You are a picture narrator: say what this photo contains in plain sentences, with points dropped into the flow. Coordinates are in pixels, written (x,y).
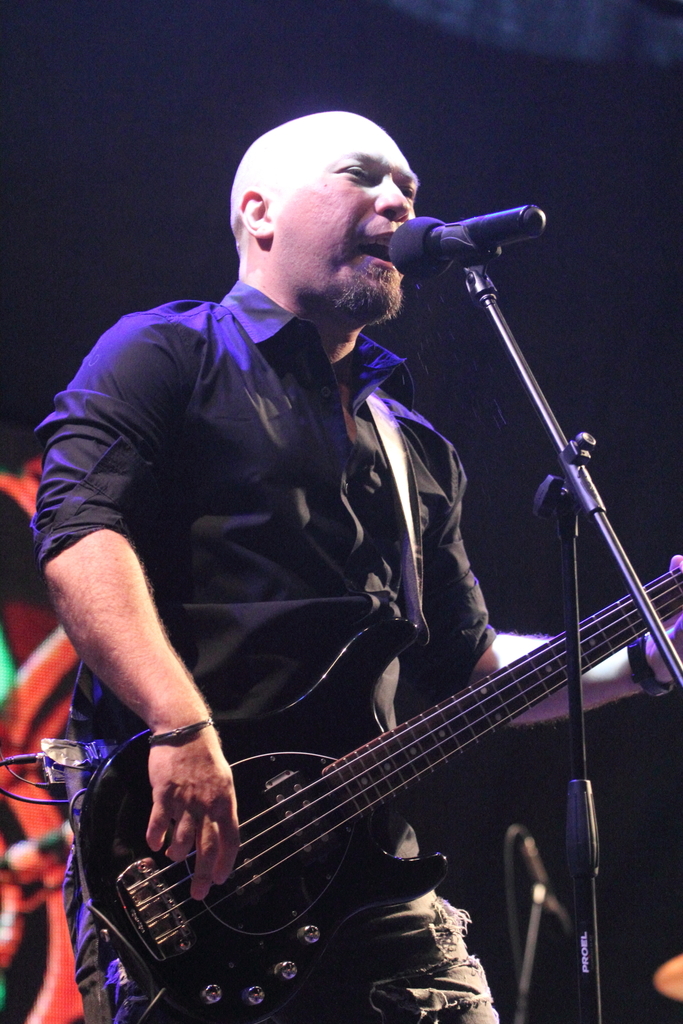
In this picture a man (308,515) standing. He is singing and playing the guitar (368,773). He has a microphone (408,232) in front of him. He wears a black shirt (239,430) with torn jeans (396,931).
